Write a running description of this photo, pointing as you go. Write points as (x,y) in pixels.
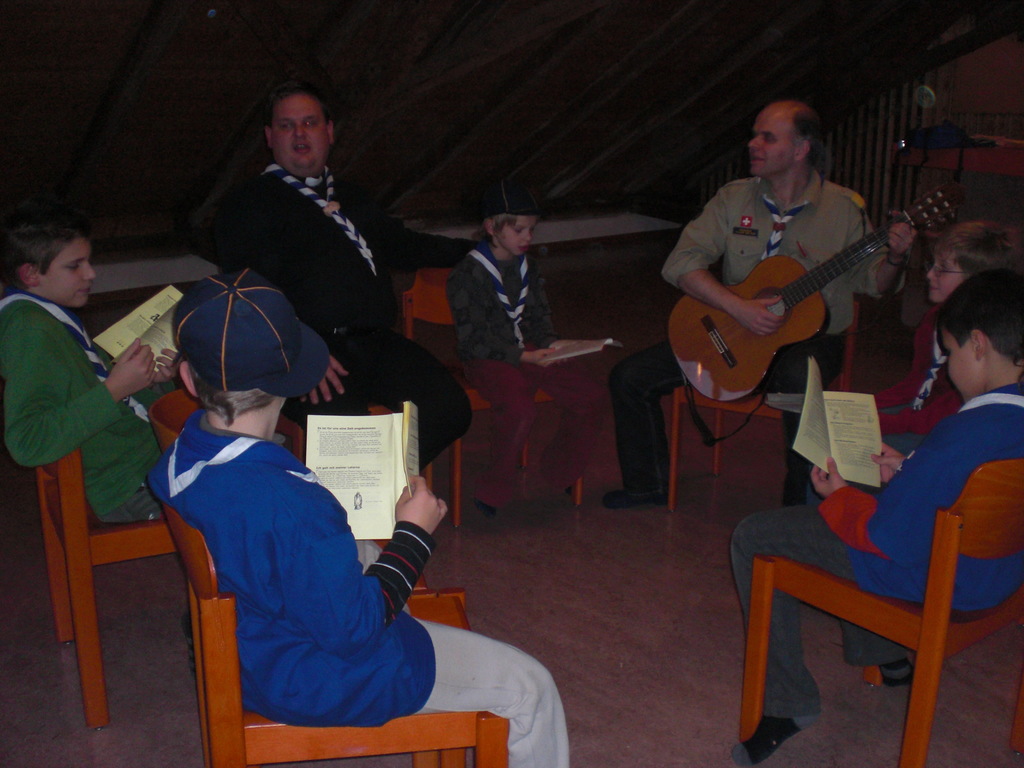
In this image, There are some people (963,575) sitting on the chairs (856,324) and in the right side (789,424) there is a man (837,286) sitting on the chair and holding a music instrument (755,344) which is in yellow color.
